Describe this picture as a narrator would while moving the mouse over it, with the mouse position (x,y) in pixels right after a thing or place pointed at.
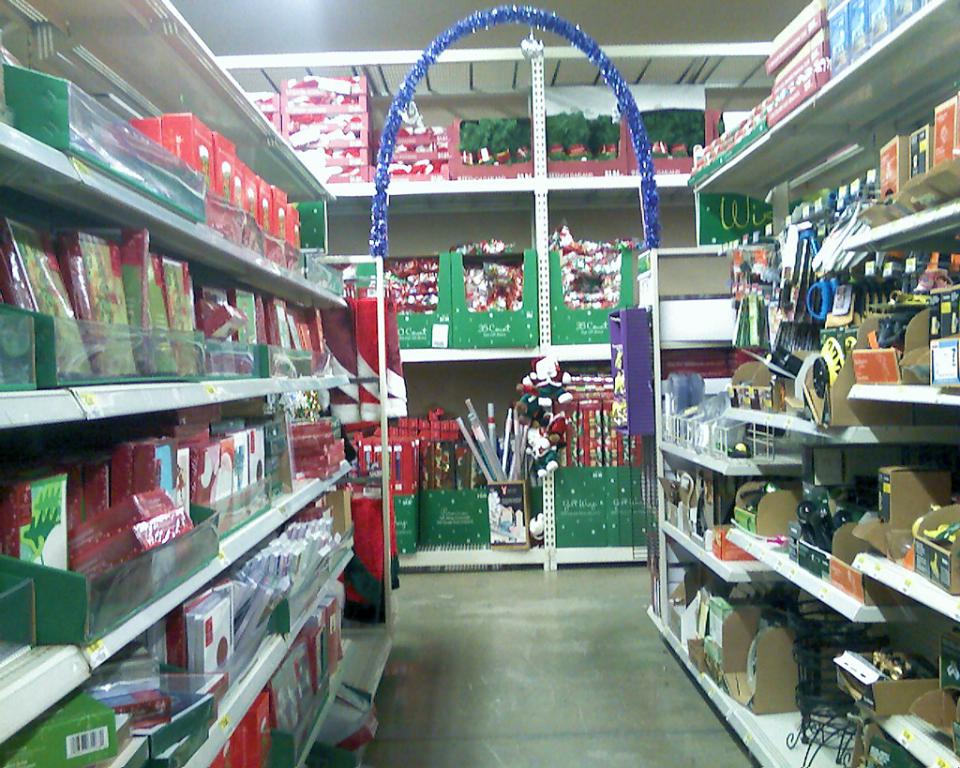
In the image in the center (574,420), we can see racks (847,397), baskets (130,365), boxes (814,402), packets (176,261), card product packets (143,245), scissors (822,315), gift wrap rolls (487,467) and few other products (831,326). In the background (461,227) there is a wall (462,99) and decorative item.
